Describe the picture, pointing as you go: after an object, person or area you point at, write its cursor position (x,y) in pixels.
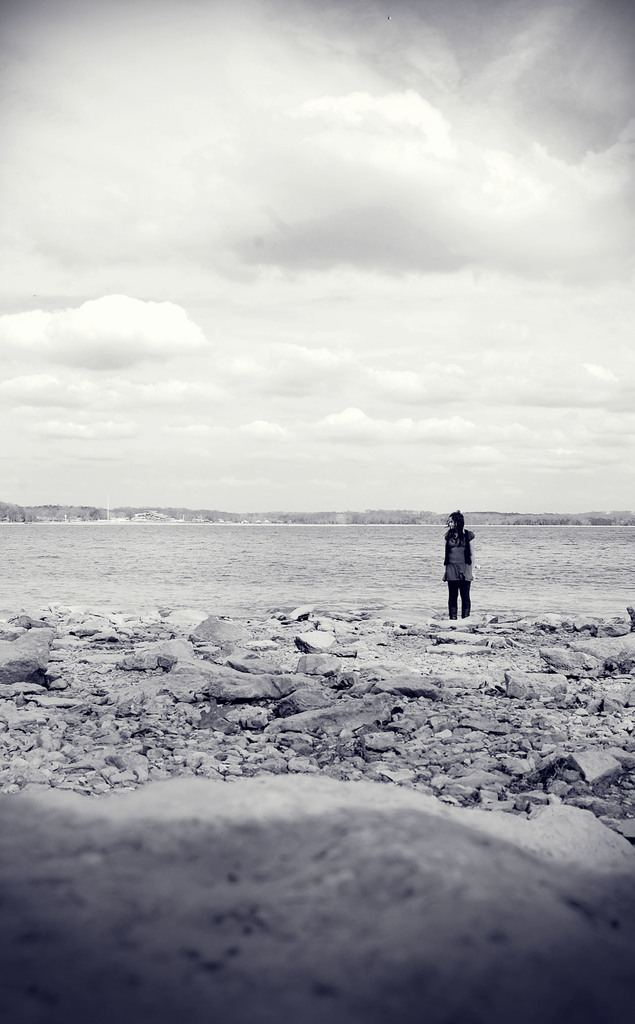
It is a black and white image and this image is taken in the beach (316,622). We can see a woman (469,589) standing. In the background (233,195) there is a cloudy sky (295,195) and at the bottom (284,766) we can see the stones (292,728) and also rocks (139,899).
